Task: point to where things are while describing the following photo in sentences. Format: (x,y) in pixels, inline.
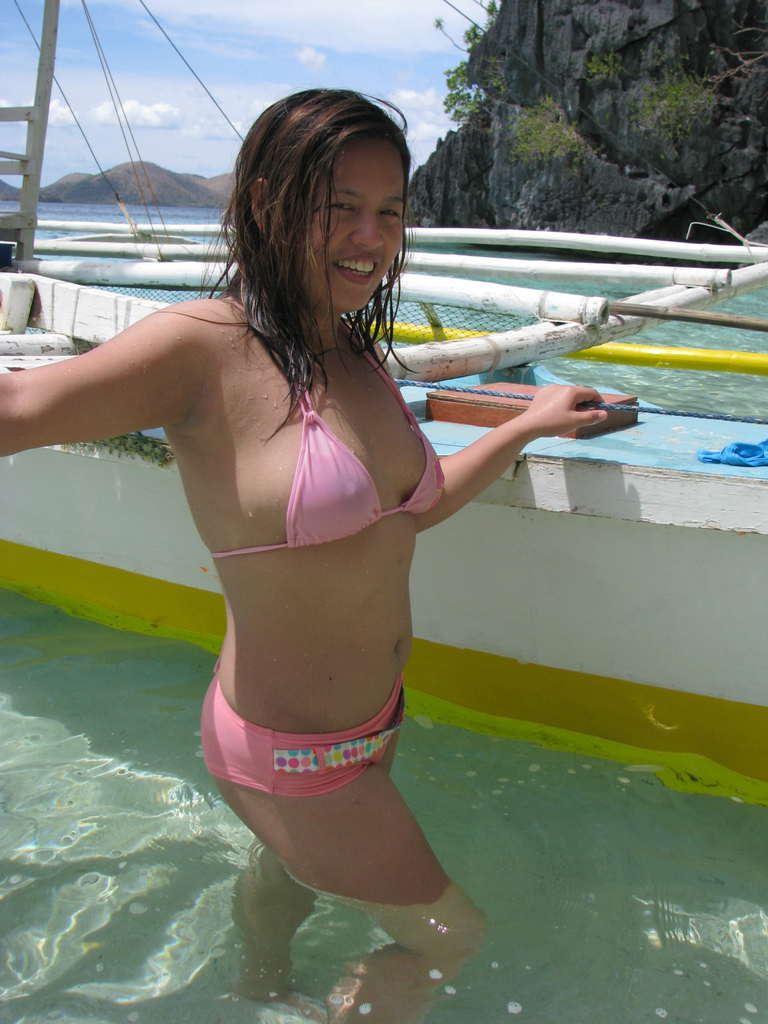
In the foreground of the image (316,445) there is a woman (356,550) in water (490,845). There is a boat (574,311). In the background of the image (522,157) there are mountains (738,190), sky (245,60) and clouds (62,115).
